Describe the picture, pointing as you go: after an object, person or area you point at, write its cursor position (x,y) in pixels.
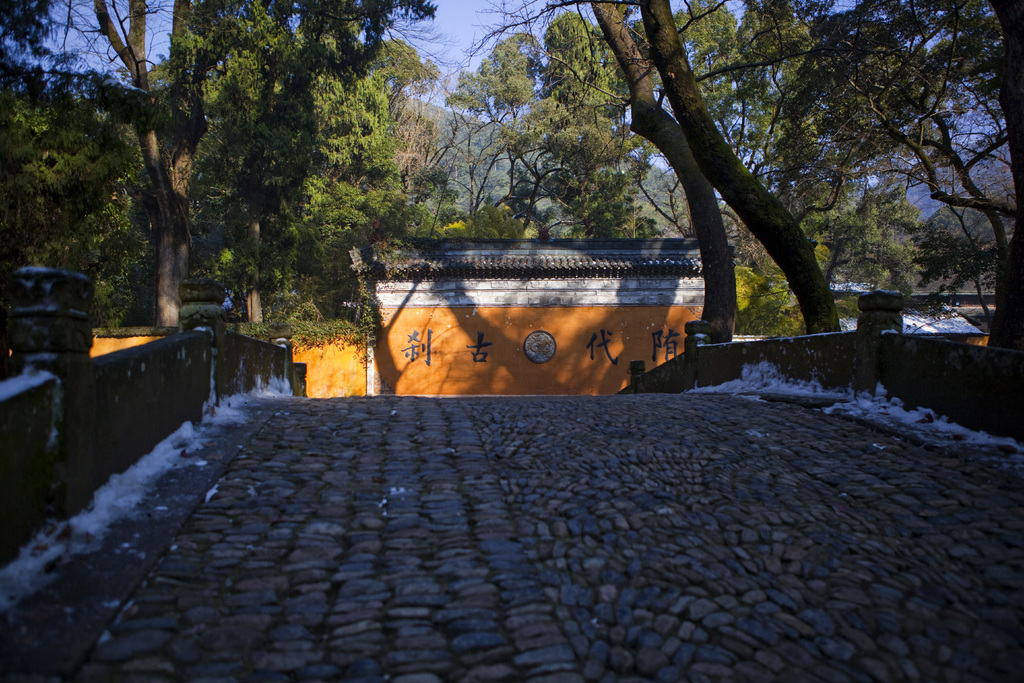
In the front of the image (532,568) I can see walls (953,358) and rock surface (442,416). In the background of the image (645,359) there are trees (751,260), sky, board (528,325) and buildings (541,320).
